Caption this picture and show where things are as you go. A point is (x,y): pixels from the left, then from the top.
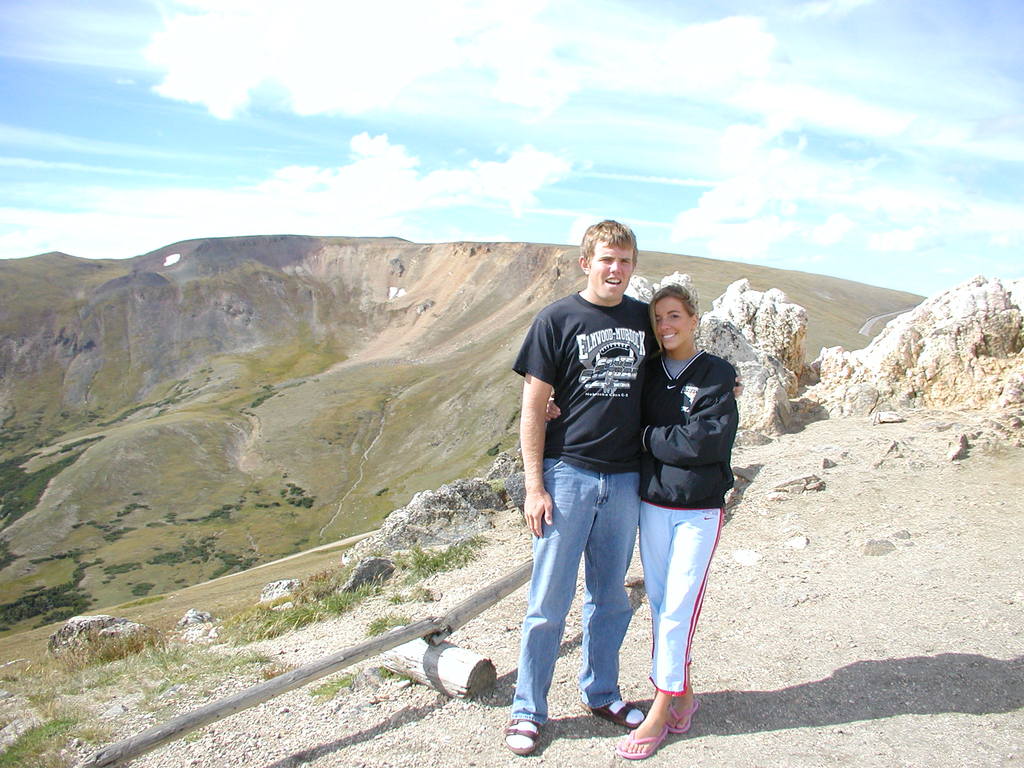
In the middle of the image (668,302) two persons (679,386) are standing and smiling. Behind them there are some hills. At the top of the image (982,9) there are some clouds (1017,214) and sky (98,108).
